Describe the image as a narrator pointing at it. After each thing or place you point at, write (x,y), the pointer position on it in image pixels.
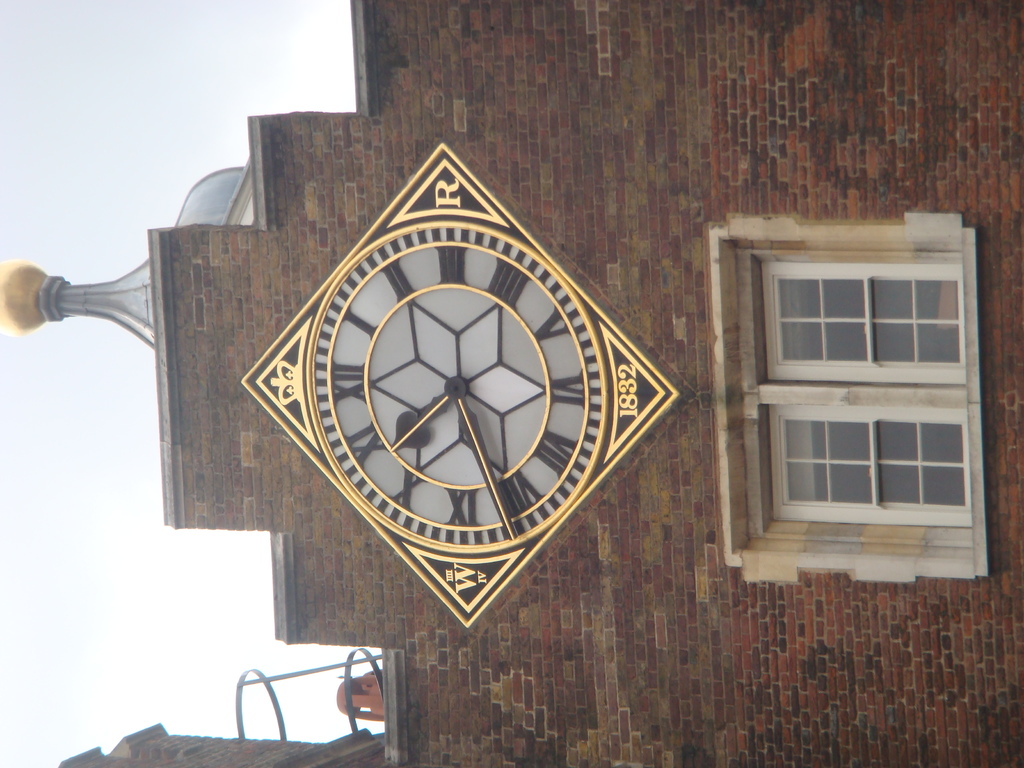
In the picture we can see wall (773,97) of a building (556,131) which has a window (930,469), clock (394,377).
